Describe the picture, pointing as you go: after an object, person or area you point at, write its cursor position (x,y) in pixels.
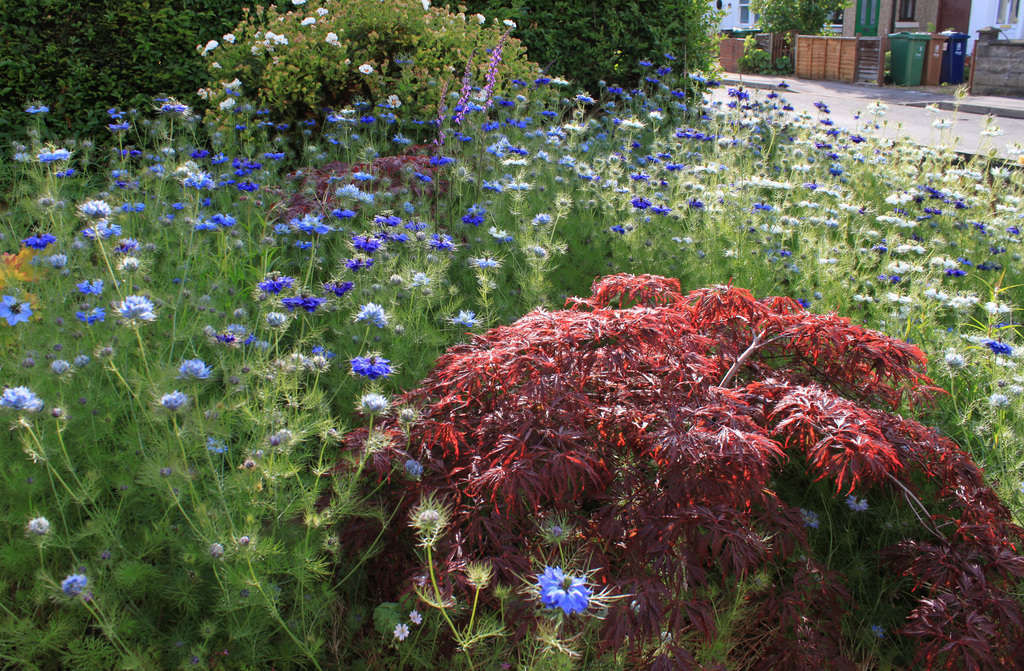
In this image we can see plants (535,438) and there are flowers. In the background (666,31) there are bushes (105,35) and we can see buildings (942,19). There are bins (908,63).
